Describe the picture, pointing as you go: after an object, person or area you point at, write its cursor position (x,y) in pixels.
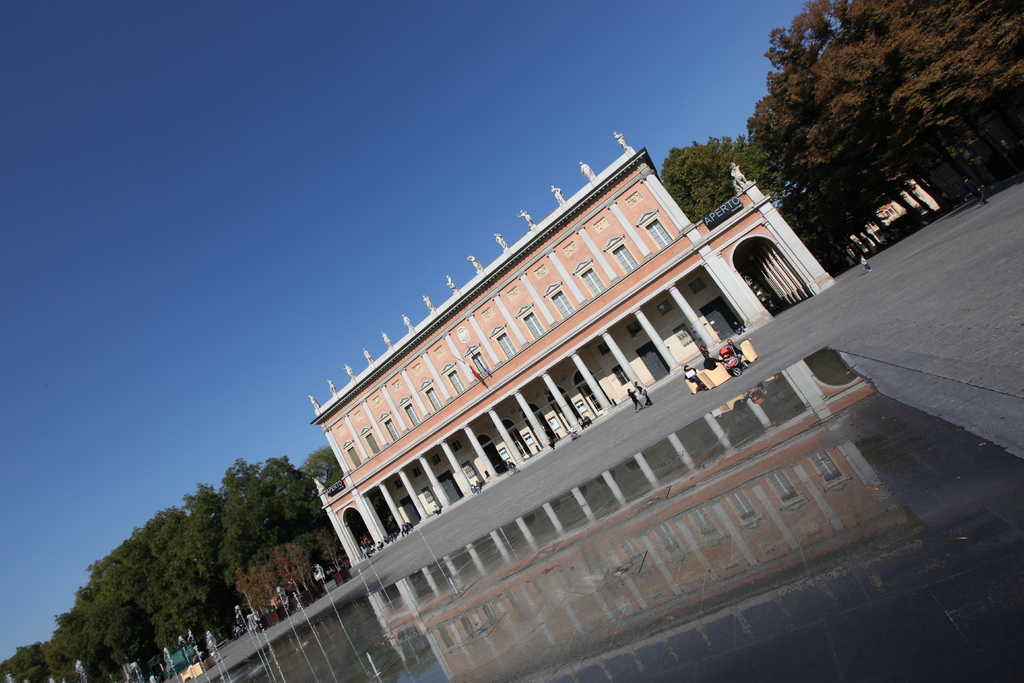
In this picture we can see water (576,538), pillars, windows (651,224), buildings (638,352), name board (720,210), trees (775,154), some people (867,268) on the road (921,273) and some people (696,380) sitting on chairs (729,375) and some objects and in the background (304,189) we can see the sky (259,163).
